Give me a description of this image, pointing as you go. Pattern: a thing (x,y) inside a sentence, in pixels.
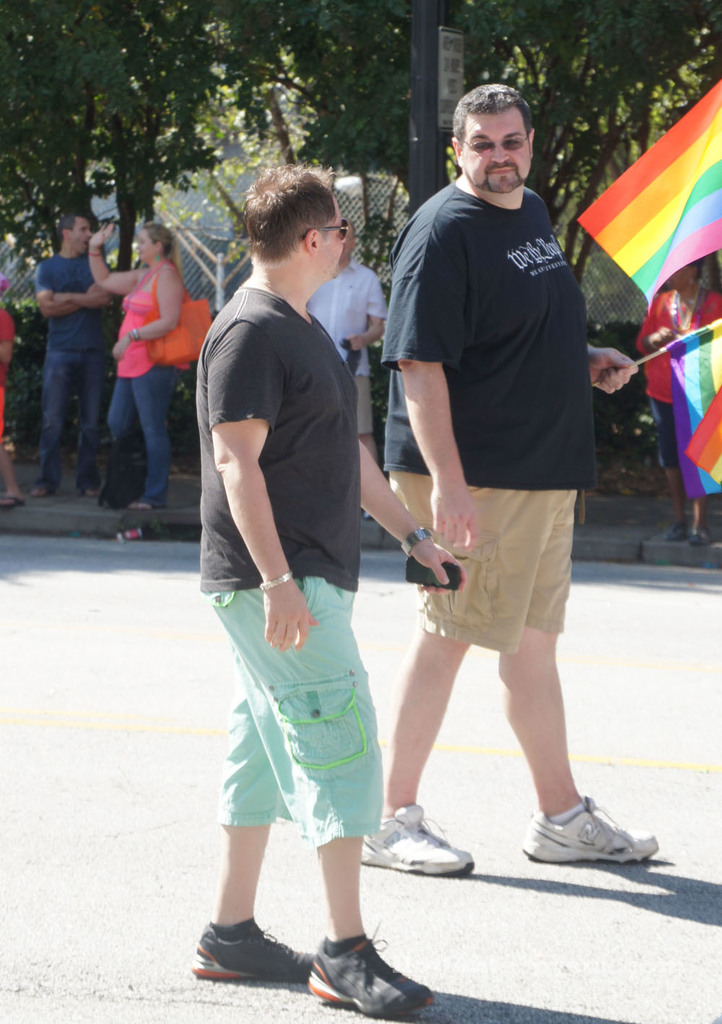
In the center of the image (407,357) there are two persons (246,957) walking on the road (376,604). At the background of the image (66,223) there are people (15,486) standing. There are trees (119,173) in the image. At the bottom of the image (627,742) there is road (665,624). There is a flag (700,487) in the image.
